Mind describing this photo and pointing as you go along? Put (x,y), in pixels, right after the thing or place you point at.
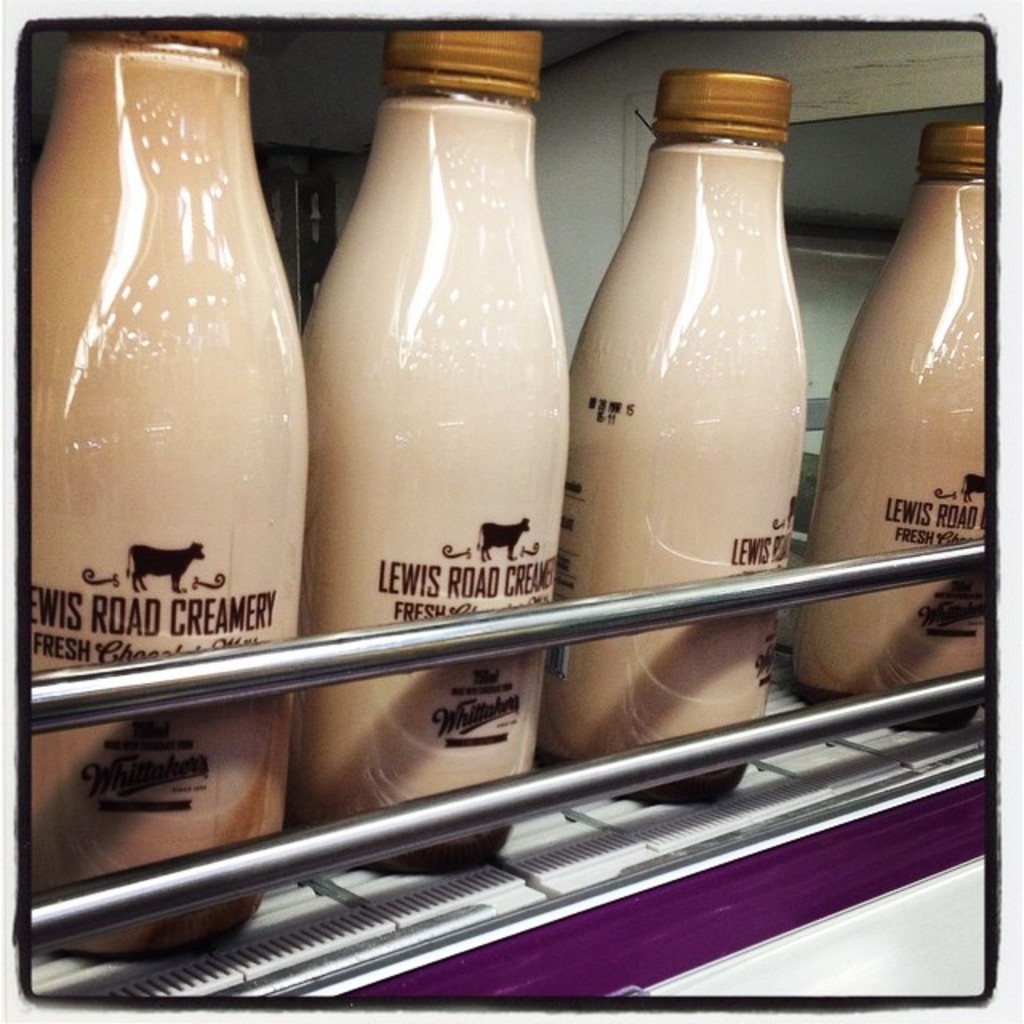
In this picture we can see bottles (41,176) with some text (71,607) on it and metal rods (56,902) in the foreground (405,481).
